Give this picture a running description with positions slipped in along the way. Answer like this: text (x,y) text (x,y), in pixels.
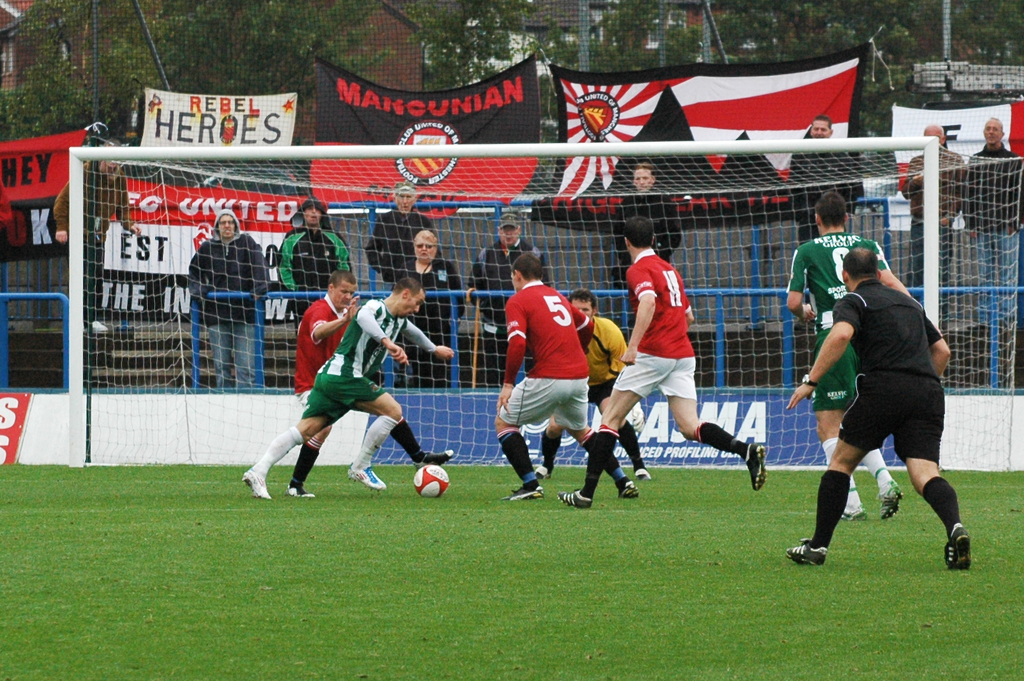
As we can see in the image there is a fence (271,51), flag (325,112) and few people (383,352) playing with football (435,487).
